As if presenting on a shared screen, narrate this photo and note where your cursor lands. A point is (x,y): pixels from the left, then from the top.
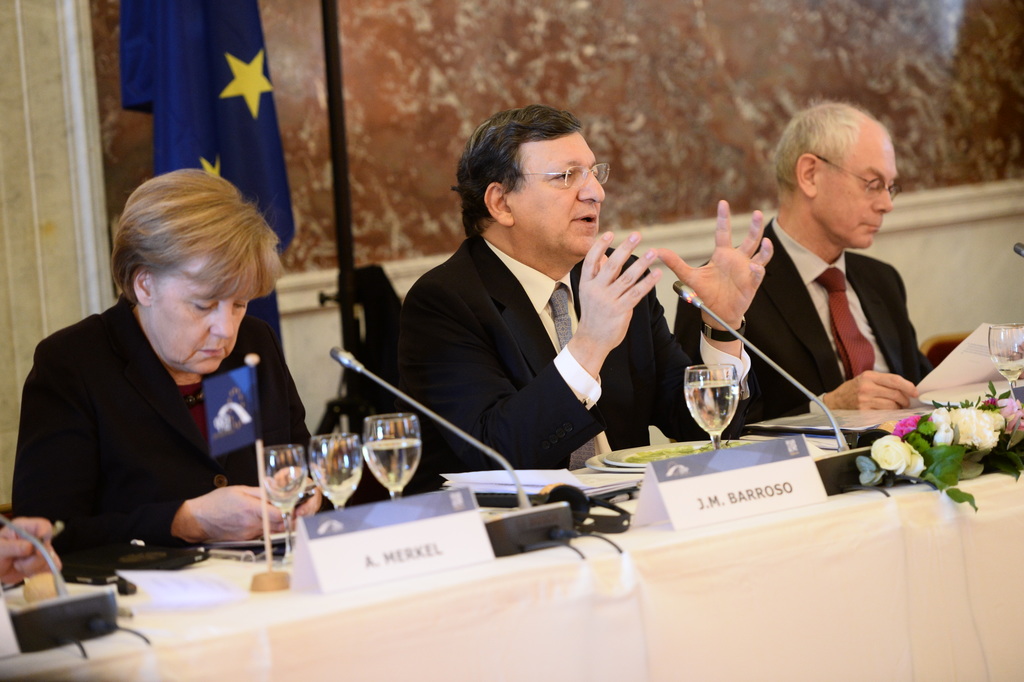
In this image, There is a table (922,574) which is covered by a white color cloth (357,668) on that table (338,672) there are some glasses (393,468) and there are some people (119,424) sitting on the chairs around the table (1007,545), In the background (355,250) there is a brown color wall (561,65), In the left side (210,120) there is a blue color flag (209,87).
